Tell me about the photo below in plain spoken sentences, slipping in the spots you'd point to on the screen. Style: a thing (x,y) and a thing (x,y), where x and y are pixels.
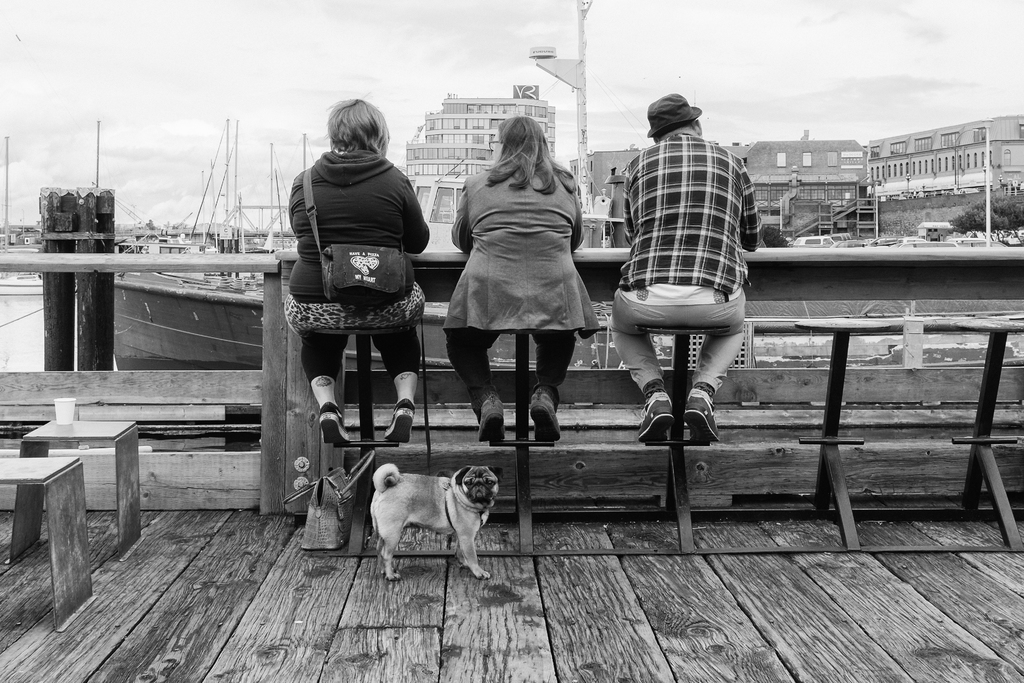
In this picture we can see a dog (426,511) on a wooden surface (456,596), bags (310,549), glass (68,397), three people (721,255) sitting on stools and in front of them we can see boats (225,300), trees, vehicles (835,240), poles (108,330), buildings (980,151) with windows (489,127) and some objects (933,228) and in the background (565,131) we can see the sky (348,91).
